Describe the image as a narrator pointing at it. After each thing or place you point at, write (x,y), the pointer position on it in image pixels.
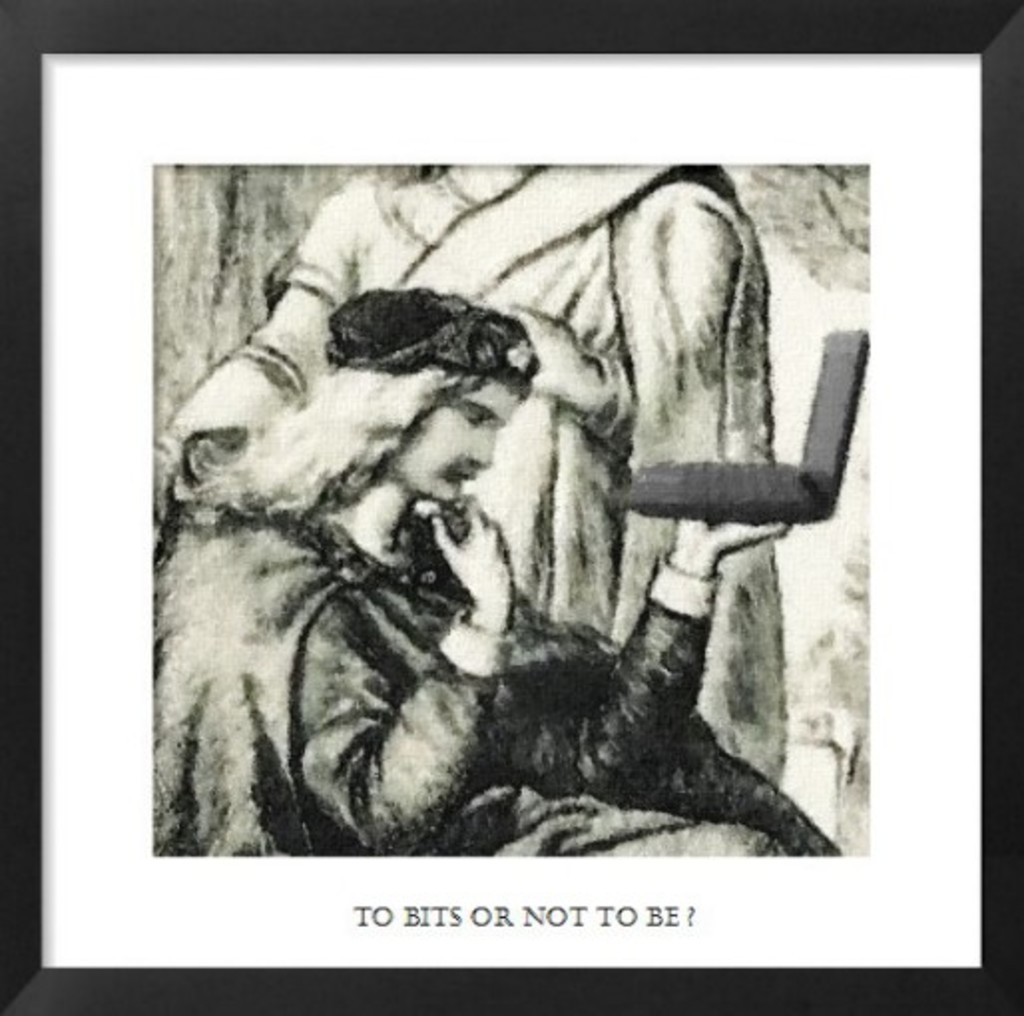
As we can see in the image there is a photo frame (329,7). In photo frame (572,886) there is a woman (540,330) and a person (466,553) holding laptop (720,509).
